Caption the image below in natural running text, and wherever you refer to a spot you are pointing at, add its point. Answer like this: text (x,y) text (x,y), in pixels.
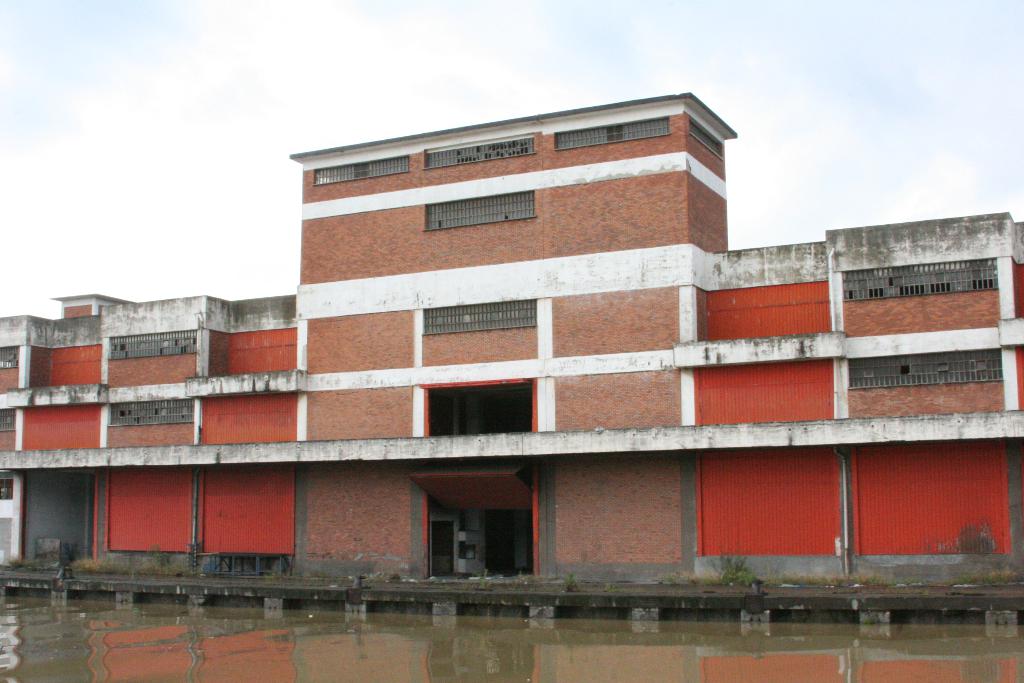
In this picture we can see water (99,613), path (964,604), plants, building (283,395) and some objects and in the background (257,99) we can see the sky (130,242).
